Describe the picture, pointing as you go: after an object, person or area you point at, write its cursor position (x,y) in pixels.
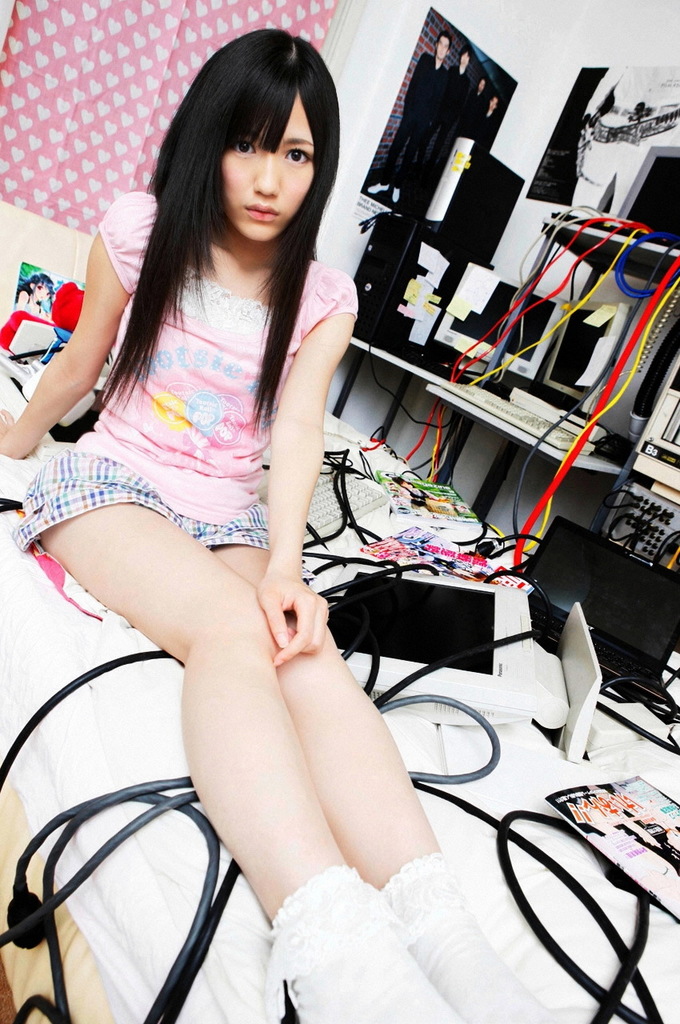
In this image we can see a girl (294,740) is sitting on bed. She is wearing pink color t-shirt (204,467). Beside her laptop (538,619), monitors (467,634), wires (373,440) and books (39,284) are there. Background of the image (336,36) white color wall (363,50) is there. On wall (490,48) two posters (440,96) are pasted. Right side of the image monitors (588,350) are there.
